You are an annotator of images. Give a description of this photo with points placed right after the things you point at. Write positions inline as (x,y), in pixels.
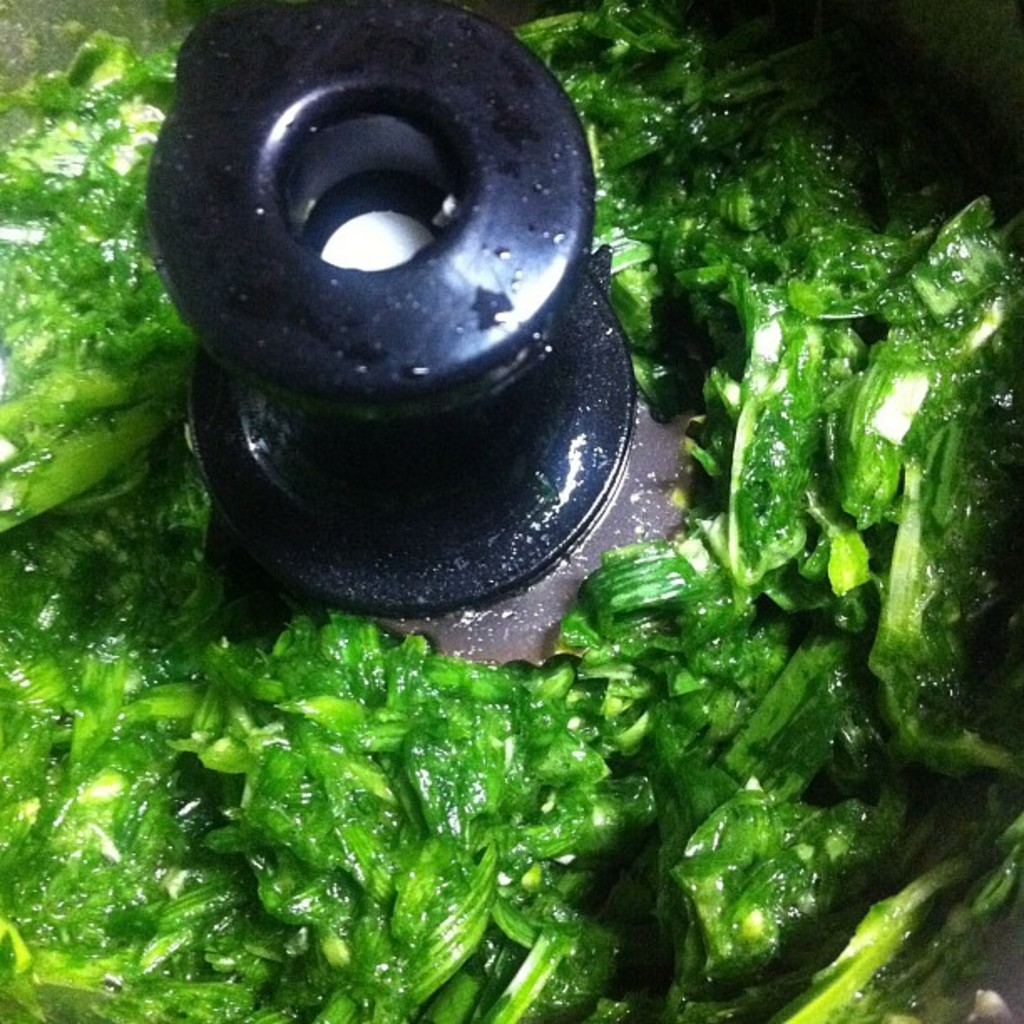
In this picture we can see green color food item (72,514), in a mixer (321,484) or a grinder (321,484).
